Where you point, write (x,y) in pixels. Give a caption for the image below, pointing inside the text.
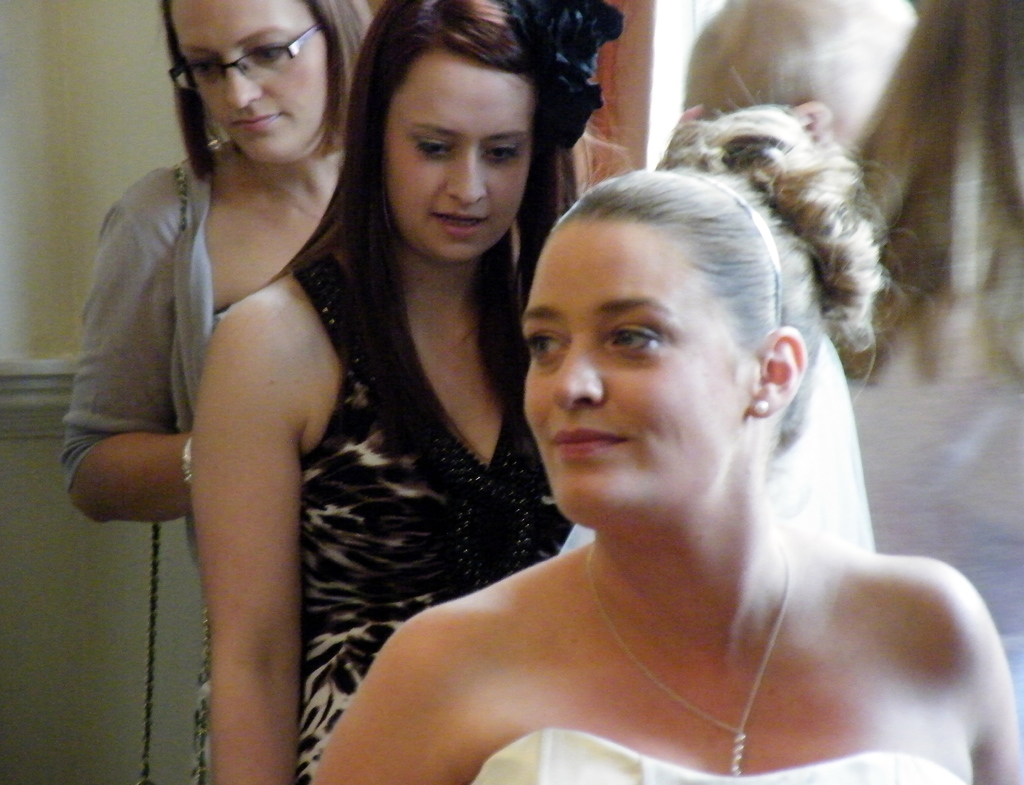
In this image I can see three persons (629,778), the person (633,779) in front (632,561) wearing white color dress (606,753) and the person (450,509) at back (366,406) wearing black and gray color dress (353,393). Background (950,126) I can see two other persons (882,131) standing and the wall (21,102) is in cream color.
